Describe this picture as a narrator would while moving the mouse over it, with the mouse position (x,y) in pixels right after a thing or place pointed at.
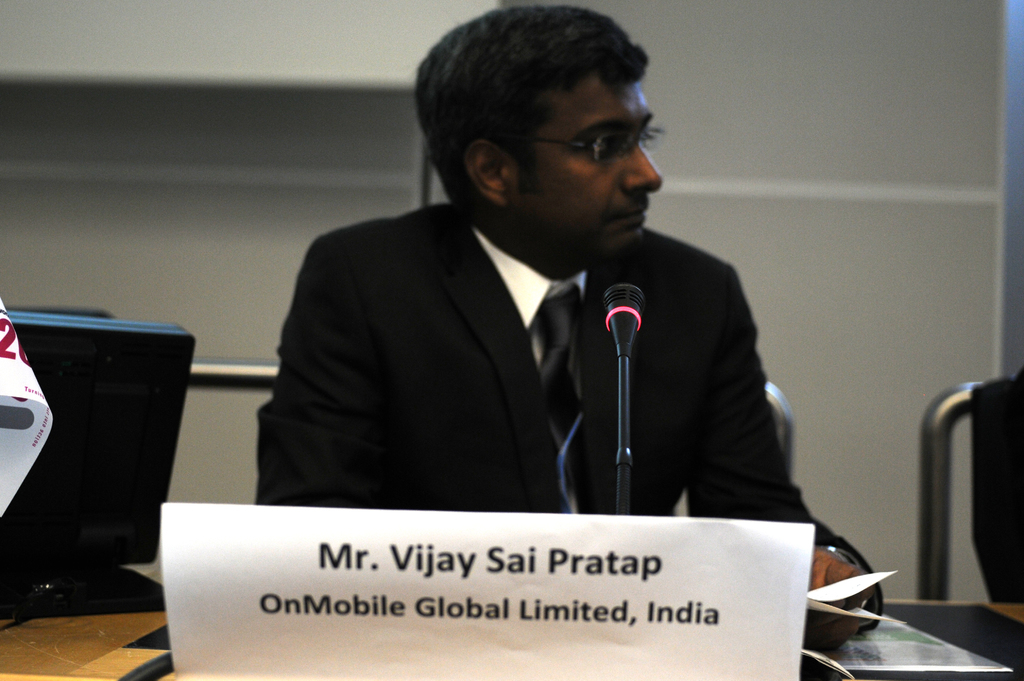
In this image, I can see a person (508,315) sitting on a chair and holding a paper (817,596). In front of the person (546,511), there is a mic (628,481) and a nameplate (232,513) on a table (902,676). On the left side of the image (79,538), I can see an object (68,460) and a paper (16,418). On the right side of the image (983,527), there is another chair (1003,490). In the background (959,526) there is a wall (956,452).
